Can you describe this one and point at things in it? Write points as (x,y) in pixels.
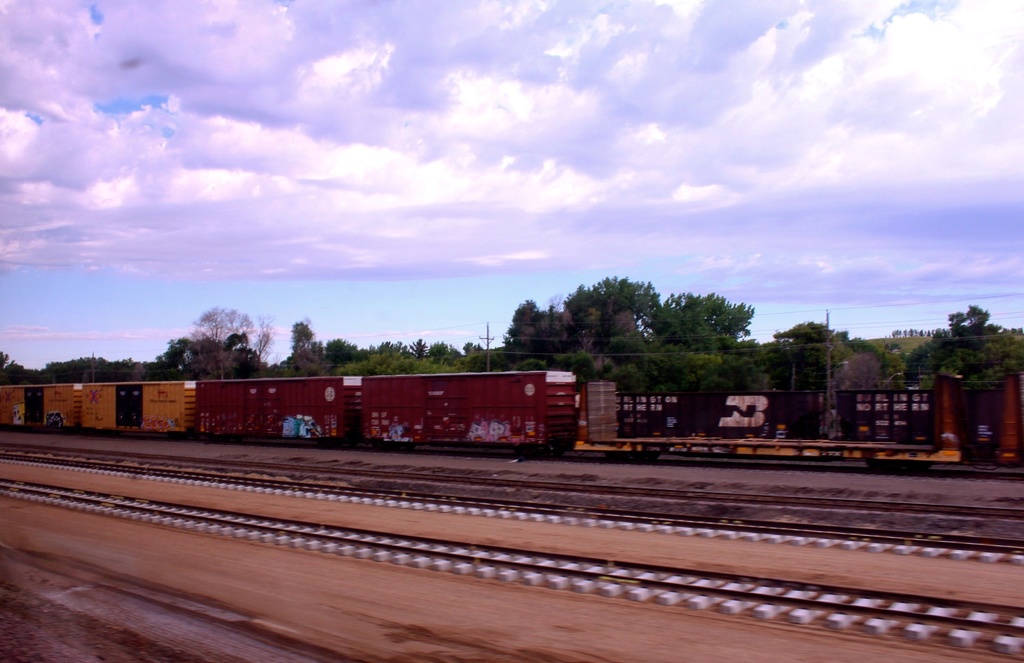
In this picture there is a train (78,415) on the left side of the image (317,395) and there are trees (549,340) in the background area of the image (518,366), there is sky (389,86) at the top side of the image (443,125).
